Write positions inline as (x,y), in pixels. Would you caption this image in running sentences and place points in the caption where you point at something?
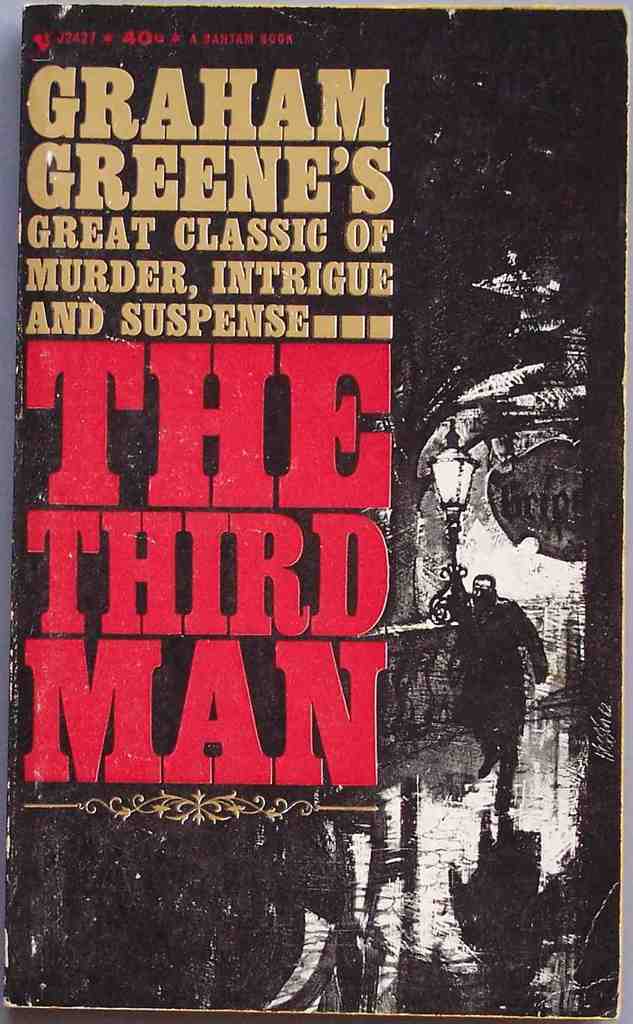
In this picture, we see a board (451,573) or a book (446,819) in black color with some text (332,433) written in red color. It is written as "The Third Man".
